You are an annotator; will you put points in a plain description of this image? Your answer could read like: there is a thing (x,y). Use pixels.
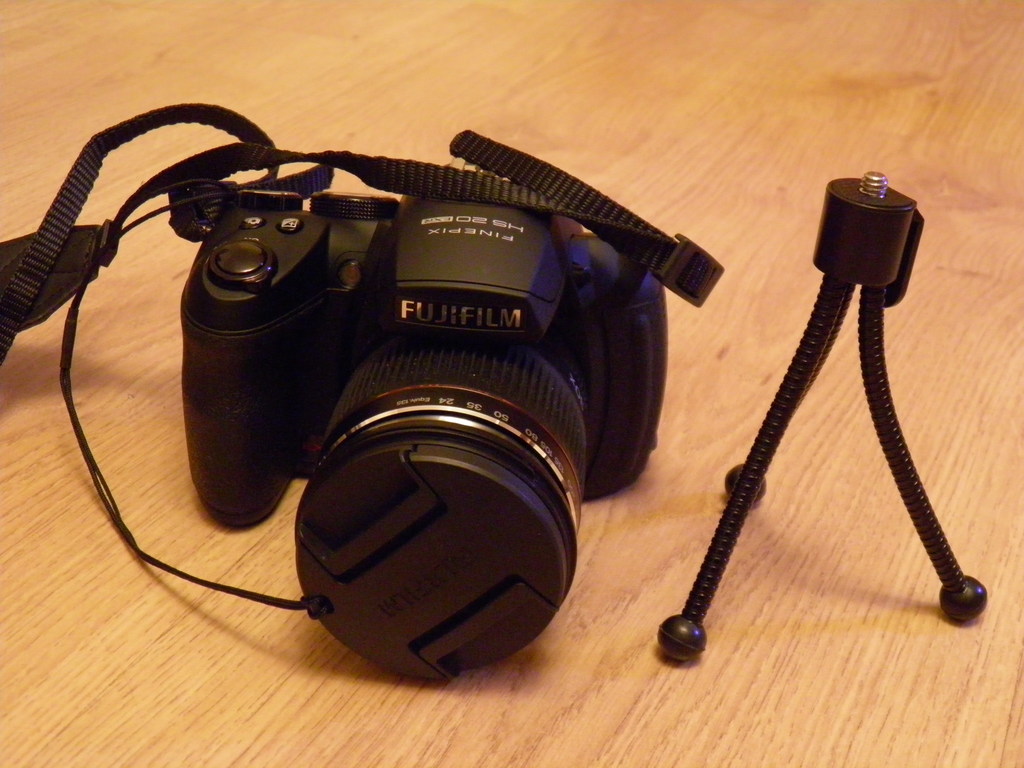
In this image I can see a black colour stand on the right side (821,241) and on the left side (322,211) I can see a camera (381,457).
